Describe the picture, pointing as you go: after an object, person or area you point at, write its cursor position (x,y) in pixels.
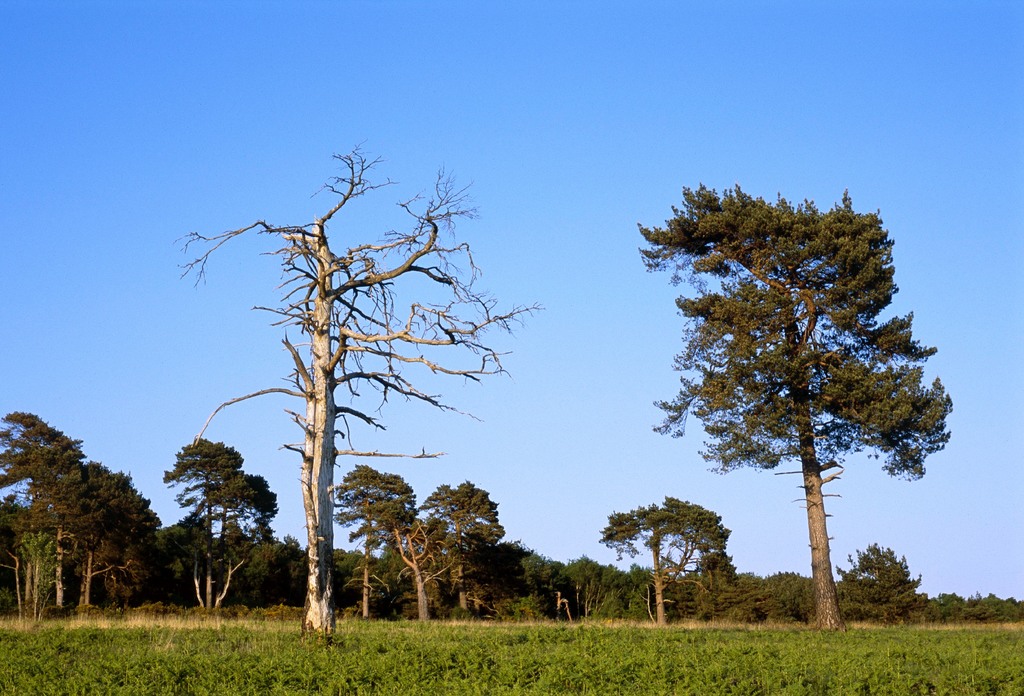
In this image we can see a group of trees (397,479). In that we can see a tree (324,529) with dried branches (380,371). We can also see some plants (228,608) and the sky (405,421) which looks clear.
